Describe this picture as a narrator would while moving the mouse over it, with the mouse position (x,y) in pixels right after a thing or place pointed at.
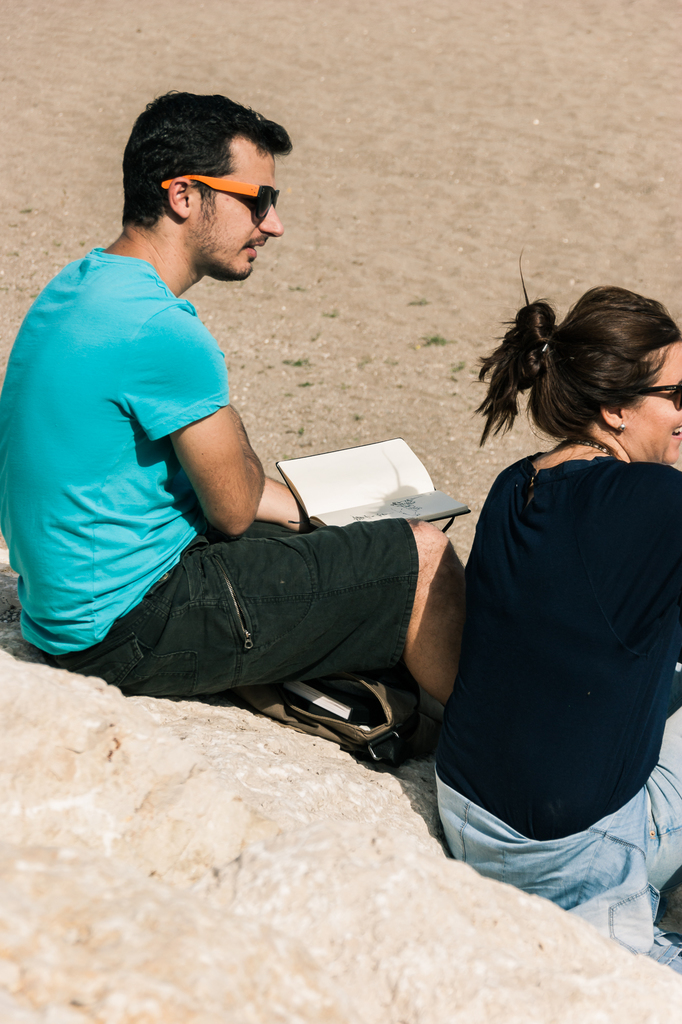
In this image I can see two persons (538,747) sitting, the person (628,735) at right (628,735) is wearing black shirt (549,770) and blue pant (574,851) and the person (216,500) at left (89,421) is wearing blue shirt (73,412) and black short (217,586) and holding a book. The background (53,90) is in brown color.
